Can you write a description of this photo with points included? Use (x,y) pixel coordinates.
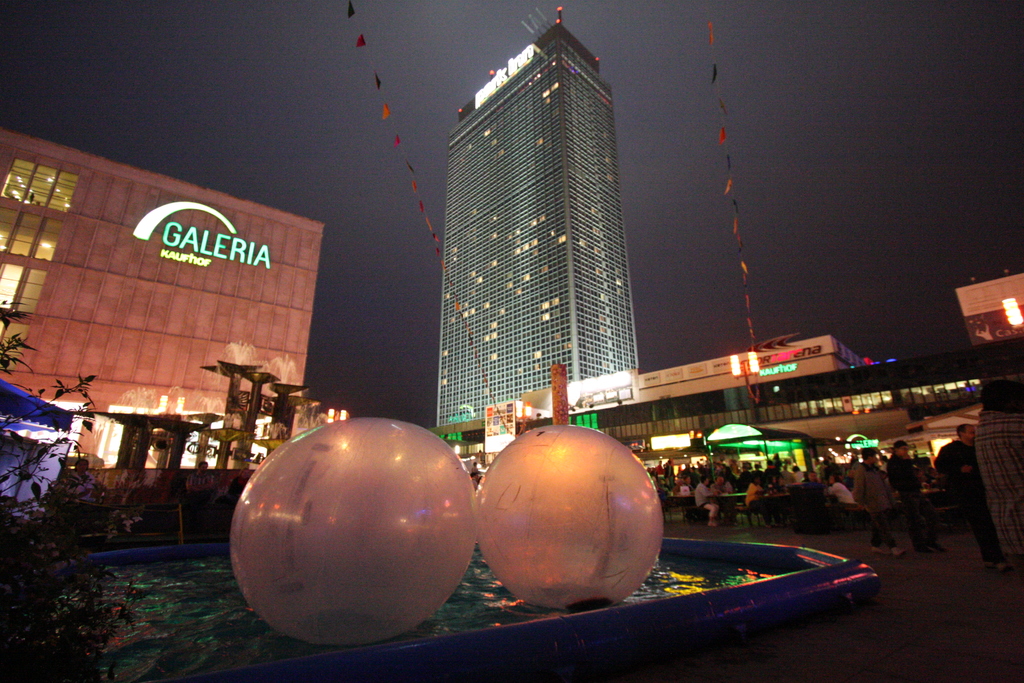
In this image there are few buildings (603,380) with names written on the buildings (461,220), there are a few people (838,487) sitting around the tables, few people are standing on the road (843,544), a fountain (248,450), a plant (44,593), two balloons (384,548) in the pool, decorative papers (380,84) attached to the ropes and the sky (833,181).
